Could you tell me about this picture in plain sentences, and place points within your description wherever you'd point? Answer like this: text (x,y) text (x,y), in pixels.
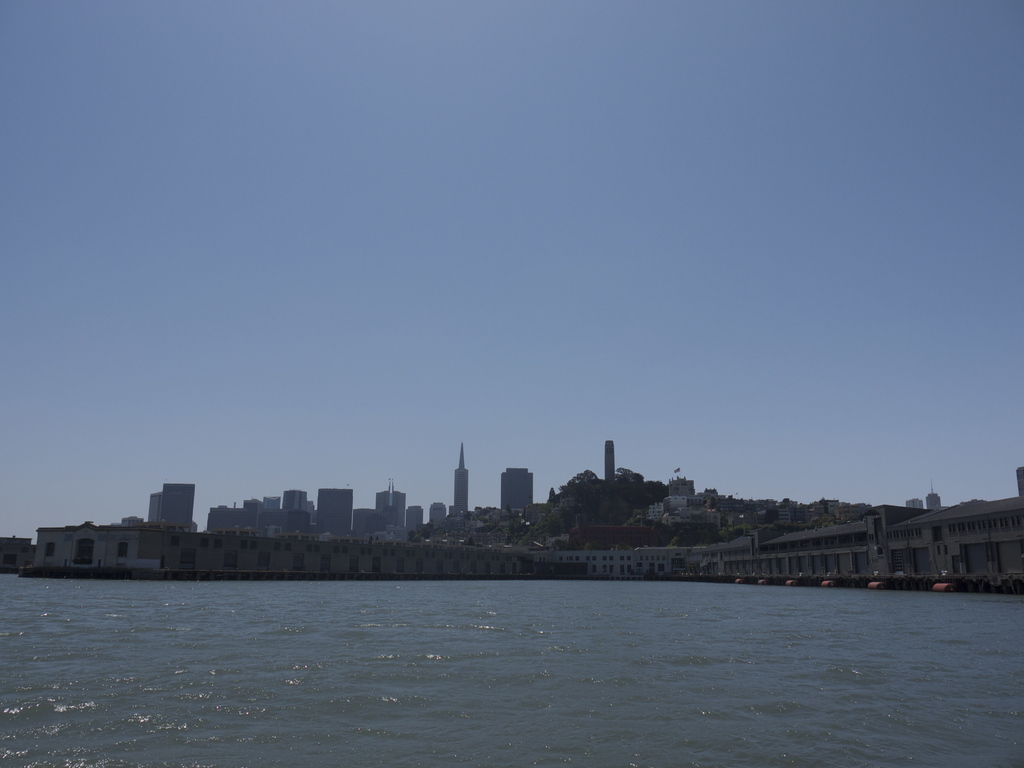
In this image I can see the water (404,674). In the background (207,547) I can see many buildings (402,534), trees (507,516) and the sky (354,234).
